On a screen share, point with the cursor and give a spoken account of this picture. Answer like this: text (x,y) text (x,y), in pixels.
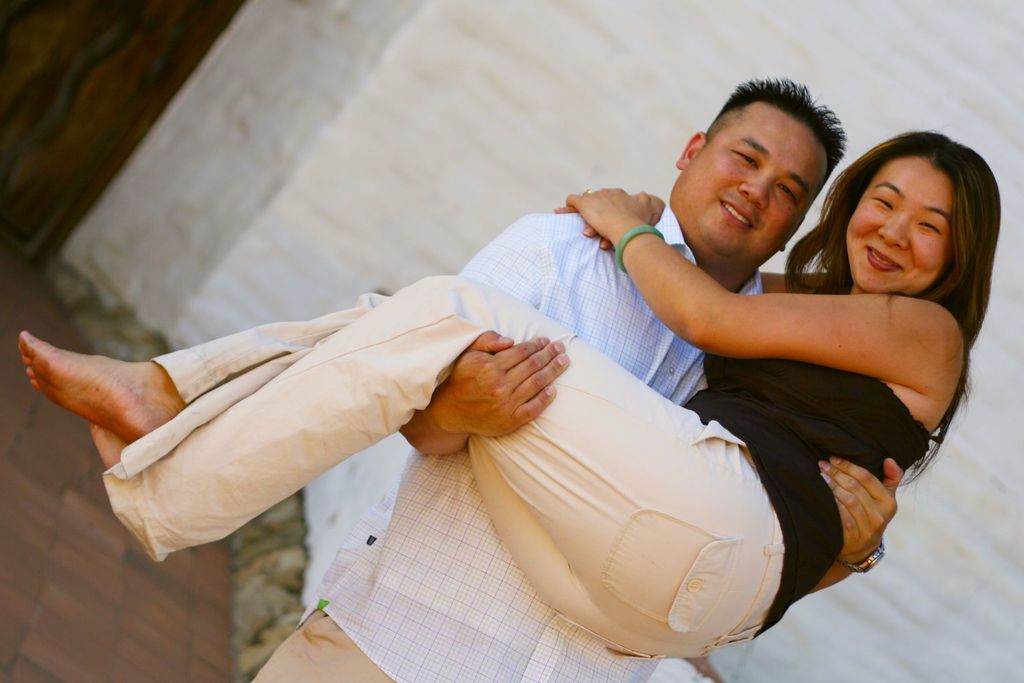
In this image we can see two persons (740,376). A man (727,249) is carrying a lady (768,377).
